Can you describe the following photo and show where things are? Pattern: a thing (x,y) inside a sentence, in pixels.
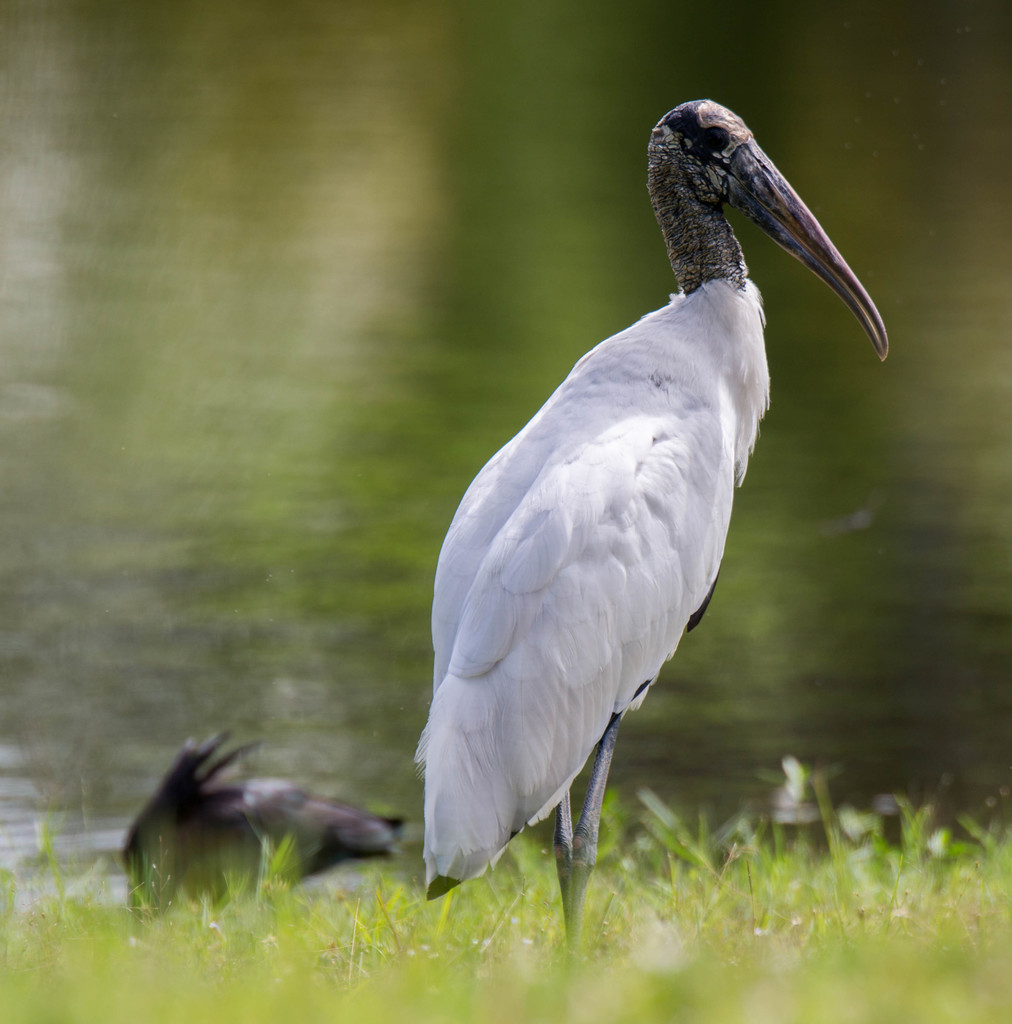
In this image I can see a bird (539,525) standing on the grass (316,909). The background (301,35) is blurred.
